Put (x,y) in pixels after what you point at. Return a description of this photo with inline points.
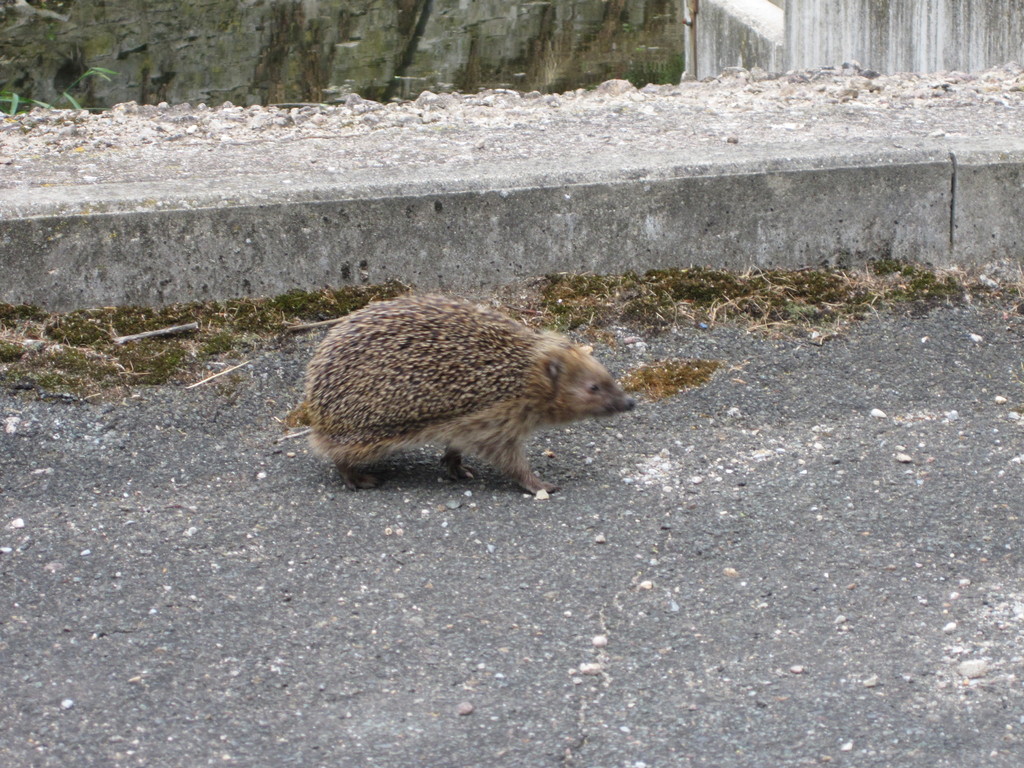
In this picture I can see an animal (383,416) in the middle (399,405), on the right side (747,54) there are walls (894,53).
